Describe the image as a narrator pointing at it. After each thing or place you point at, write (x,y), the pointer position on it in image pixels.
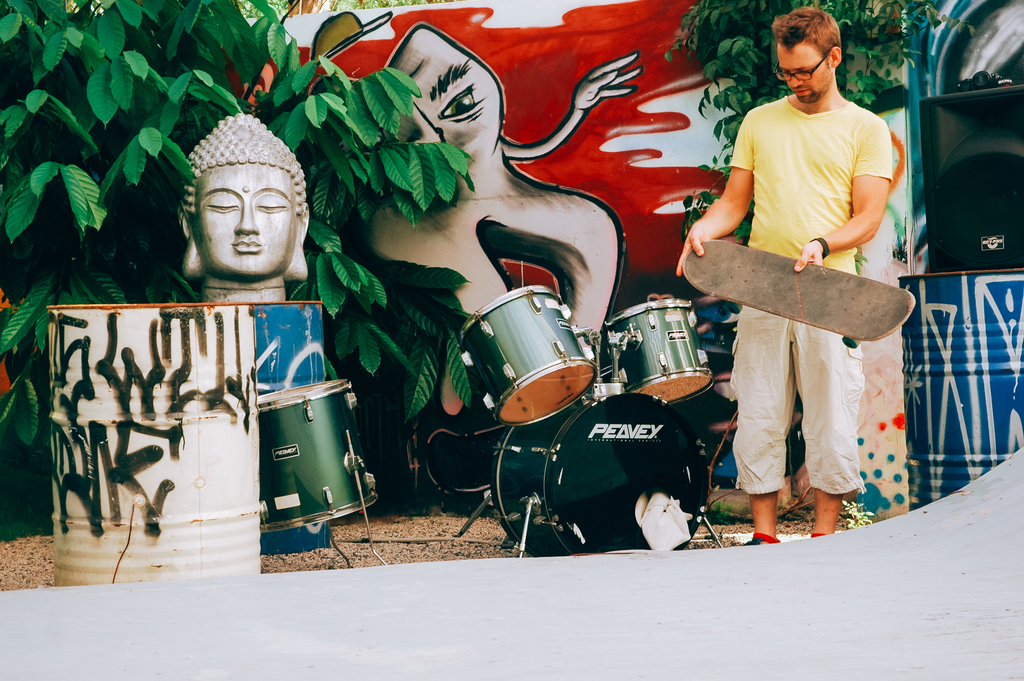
This image consists of a man (804,59) wearing a yellow T-shirt (770,159) is holding a skateboard (873,333). In the middle (539,400), we can see a drum kit (686,483). On the left (145,436), there are two barrels (210,395) on which an idol (262,286) is kept. In the background (471,151), there is a wall (580,172) on which there is a painting (494,180). At the bottom (413,573), there is a floor (399,578).
